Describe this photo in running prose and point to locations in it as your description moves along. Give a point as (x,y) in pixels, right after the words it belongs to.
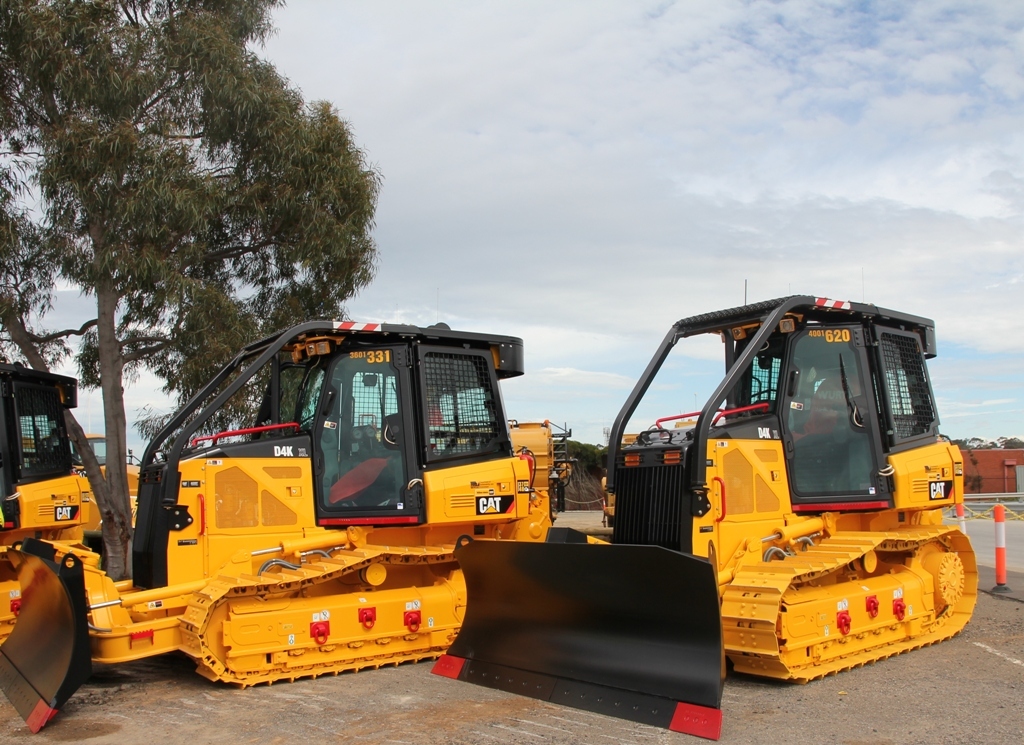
In this image I can see few bulldozers (464,523) on the ground (270,720). On the left side (119,173) there is a tree (116,234). On the top of the image (623,133) I can see the sky (781,145) and clouds (693,149).
